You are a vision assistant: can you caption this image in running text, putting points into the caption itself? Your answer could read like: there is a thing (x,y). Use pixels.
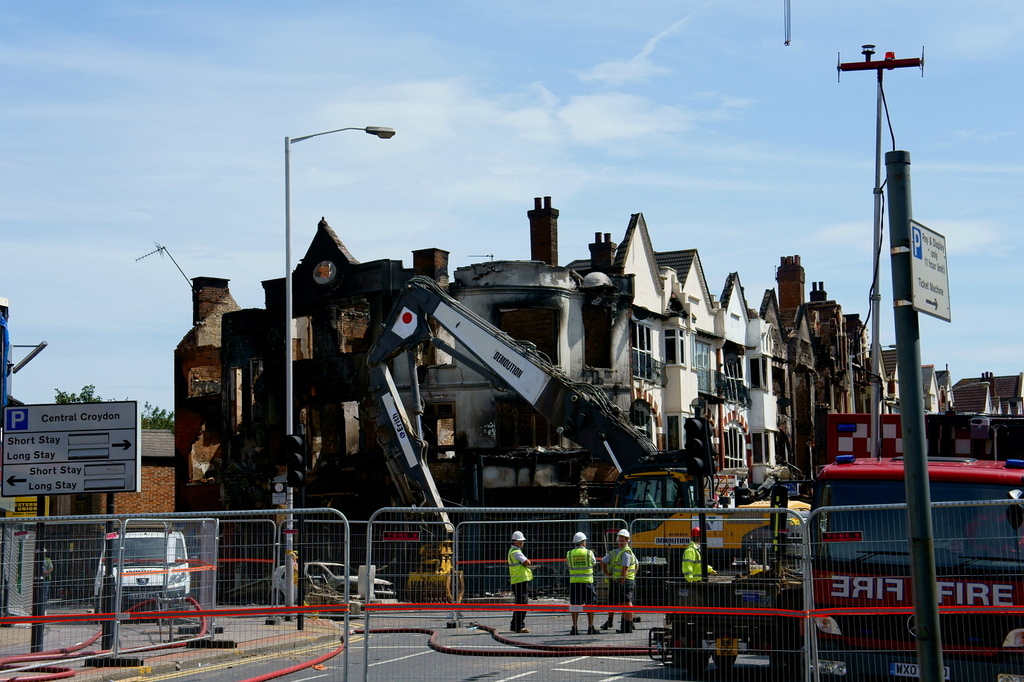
In the given image i can see a buildings (533,226) with windows (236,420), electrical poles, vehicles (310,585), people (699,563), fence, boards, crane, pole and in the background (453,78) i can see the sky (350,86).
